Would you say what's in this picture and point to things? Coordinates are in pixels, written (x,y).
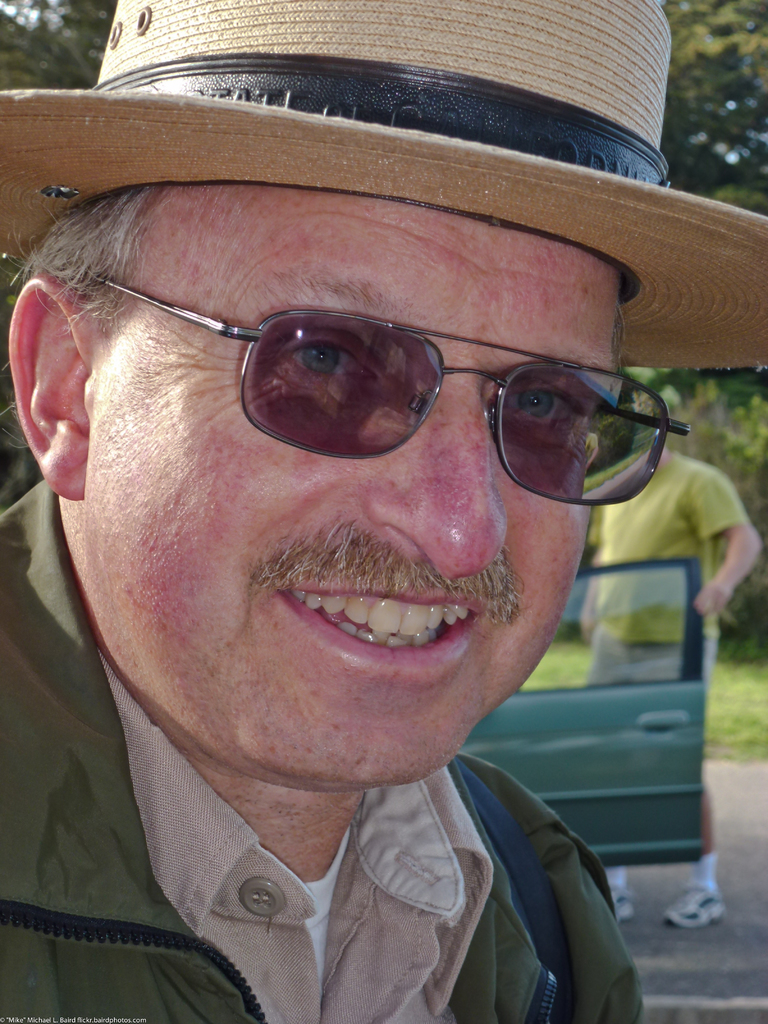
In the image there is a man (331,369), he is laughing and behind him there is another person (721,520), he is holding the door (689,631) of a vehicle (651,742).
